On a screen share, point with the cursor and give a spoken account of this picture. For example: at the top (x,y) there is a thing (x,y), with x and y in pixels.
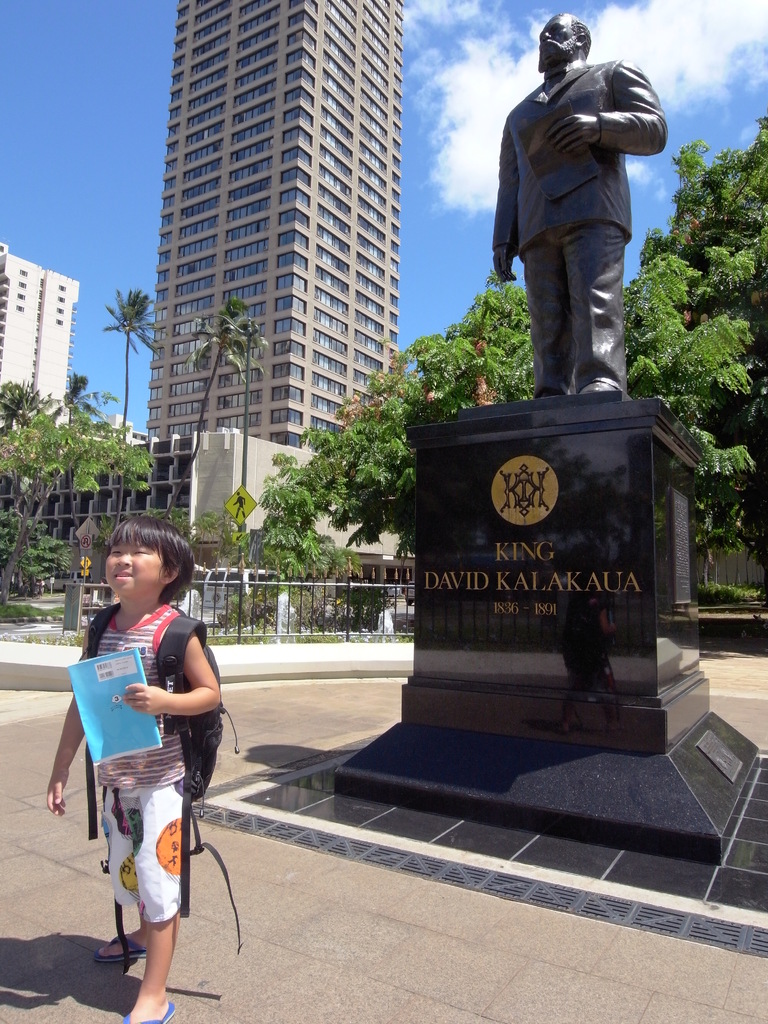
In the image I can see a child (153,808) is standing and holding a book (129,710) in the hand (129,700). The child (202,701) is carrying a bag (101,635). In the background (230,538) I can see trees (310,529), fence (309,577), statue (567,106), buildings (193,392) and the sky (449,236).
